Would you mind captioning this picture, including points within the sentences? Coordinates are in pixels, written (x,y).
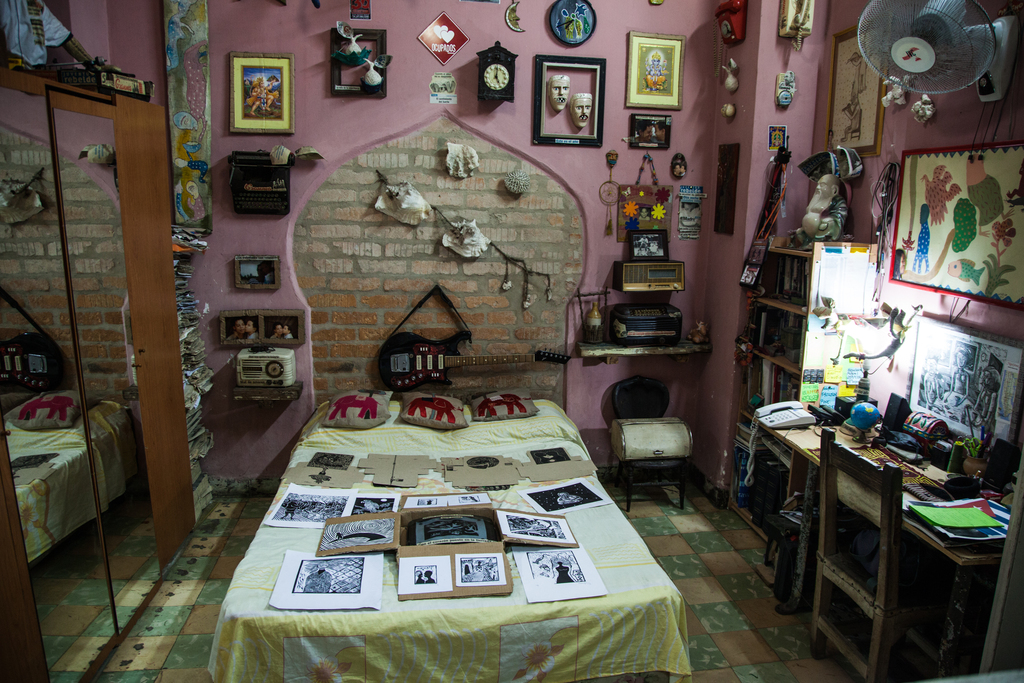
In this picture we can observe a bed (396,657) on which there are some photo frames (323,585) placed. We can observe three pillows (348,411). On the left side (66,435) there are mirrors (40,436). We can observe a wall clock (494,98) and some photo frames (650,91) fixed to the wall (271,35). On the right side (783,366) there is a shelf (773,328) in which there are some books (801,271). We can observe a telephone (775,415) and some accessories (881,424) on the table (876,435). In front of the table (942,474) there is a chair (852,485). We can observe a table fan (928,56) fixed to the wall (984,108).
